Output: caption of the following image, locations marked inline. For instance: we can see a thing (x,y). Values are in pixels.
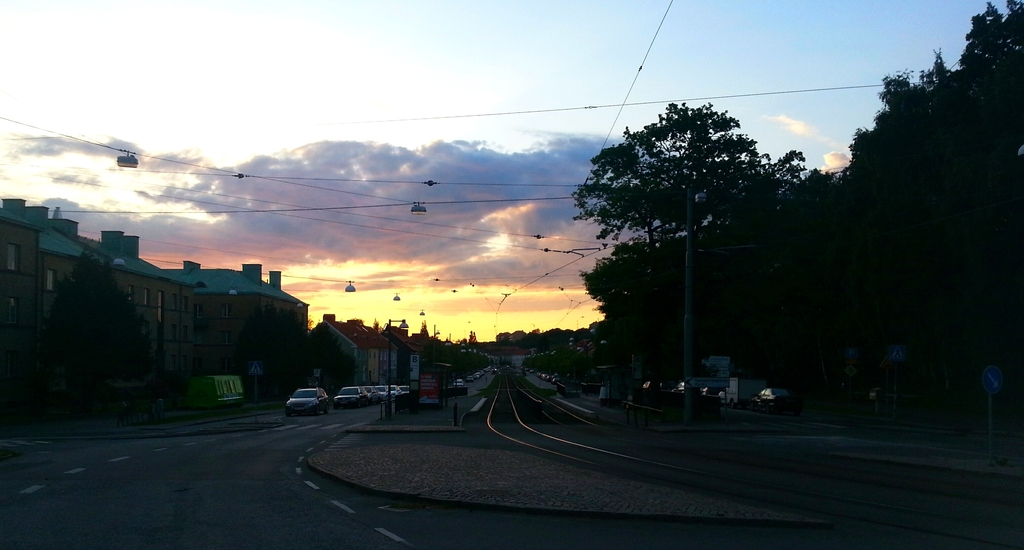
In this picture there are buildings (72,231) on the left side of the image (264,303) and there are trees (672,279) and cars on the right (750,285) and left side of the image (296,363), it seems to be the road side view.
